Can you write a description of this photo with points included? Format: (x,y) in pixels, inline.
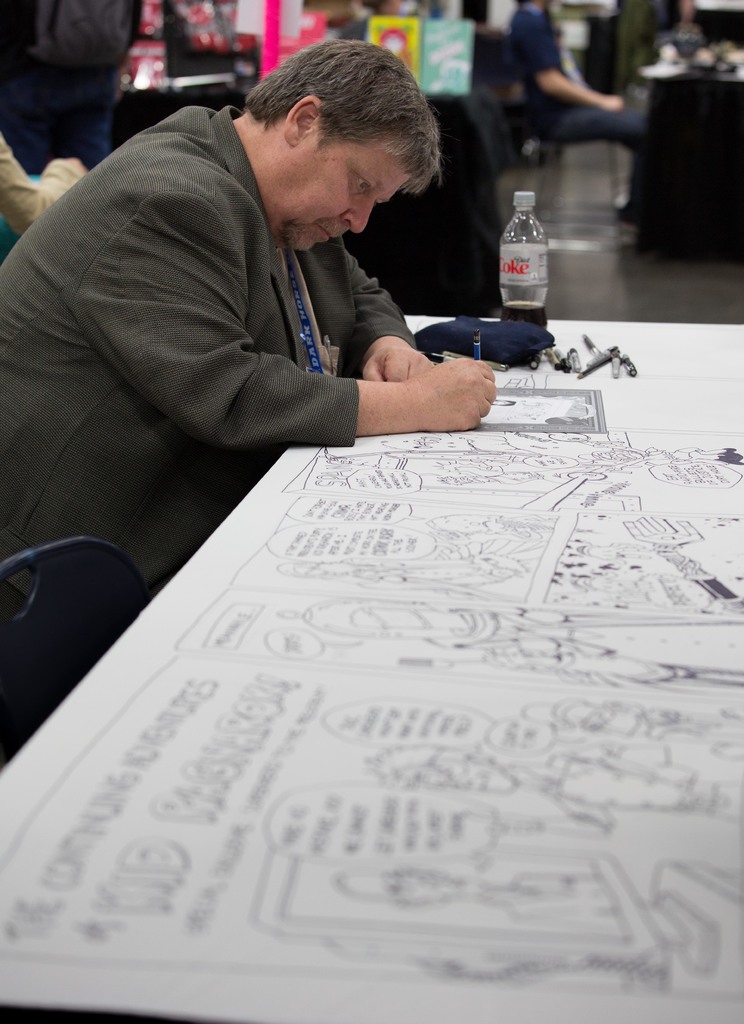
In this image I can see a man (272,409) who is sitting on a chair (72,572) is drawing a sketch (481,609) on the table (584,363). On the table (579,339) we have a bottle (533,256), few sketches (346,508) and other stuff (474,349) on it.
